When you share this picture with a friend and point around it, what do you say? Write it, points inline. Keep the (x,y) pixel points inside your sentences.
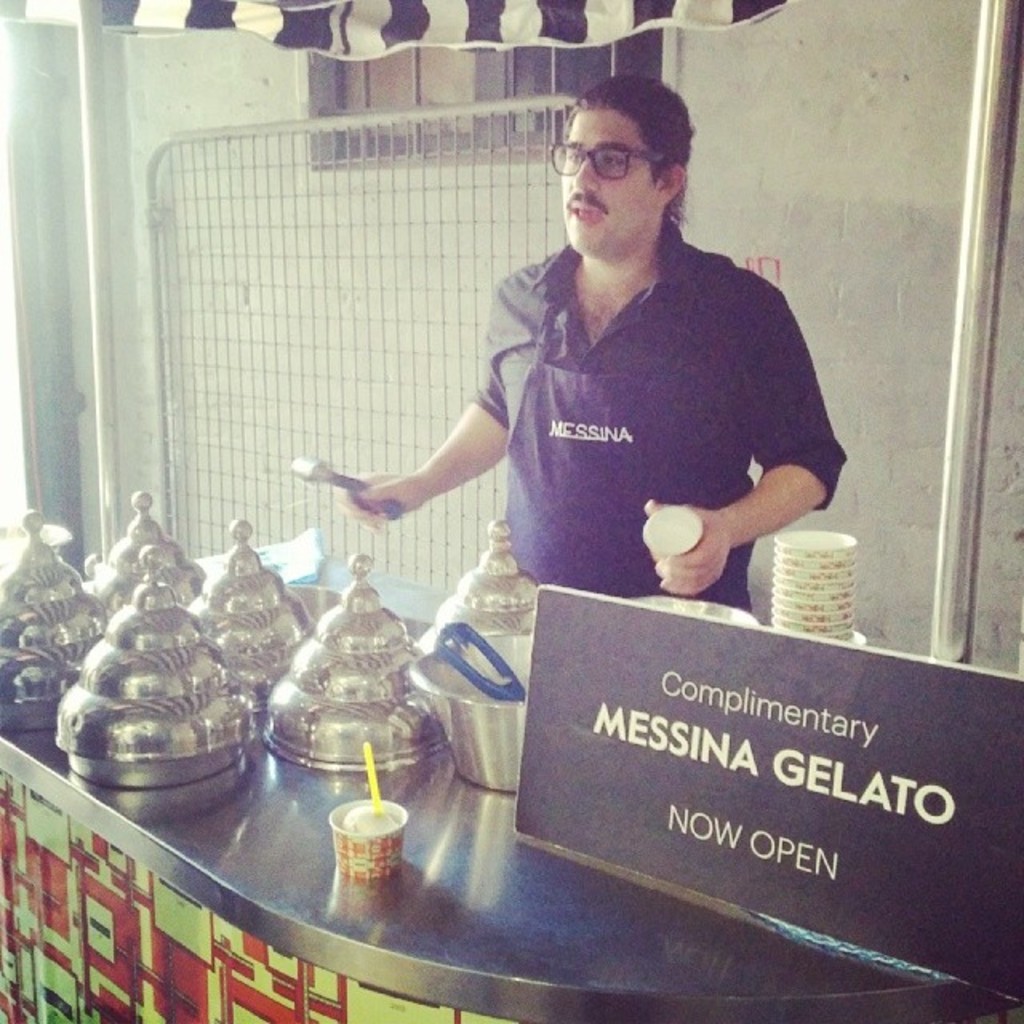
In this image there is a man (548,372) in the middle (546,456) who is holding the cup (657,521) with one hand (698,553) and a spoon (346,485) with another hand (383,495). In front of him there are so many vessels (243,660). On the right side (748,743) there is a board (803,751). At the bottom (367,852) there is a cup (338,830) on the metal desk (373,889). In the background (332,238) there is a grill (266,226). At the top (280,30) there is tent (575,24). On the right side (972,204) there is an iron rod (980,459), Beside the rod (948,582) there are cups (813,565).
